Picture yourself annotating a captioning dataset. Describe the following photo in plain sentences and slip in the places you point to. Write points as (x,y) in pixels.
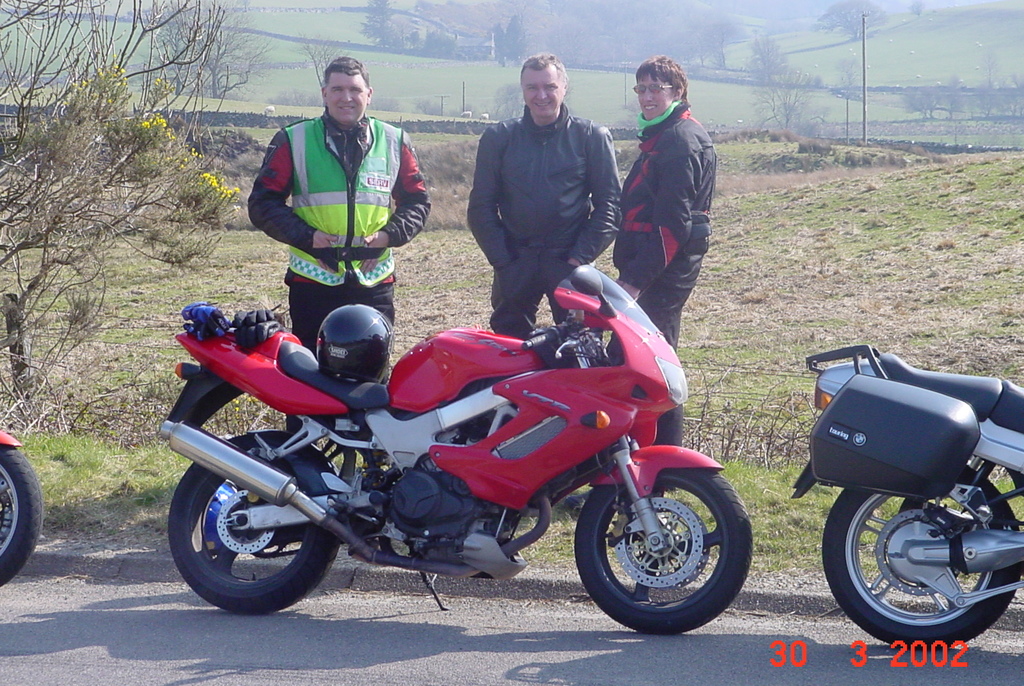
In this picture we can see bikes (607,567), people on the road (343,615) and in the background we can see trees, electric poles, in the bottom right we can see some numbers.
